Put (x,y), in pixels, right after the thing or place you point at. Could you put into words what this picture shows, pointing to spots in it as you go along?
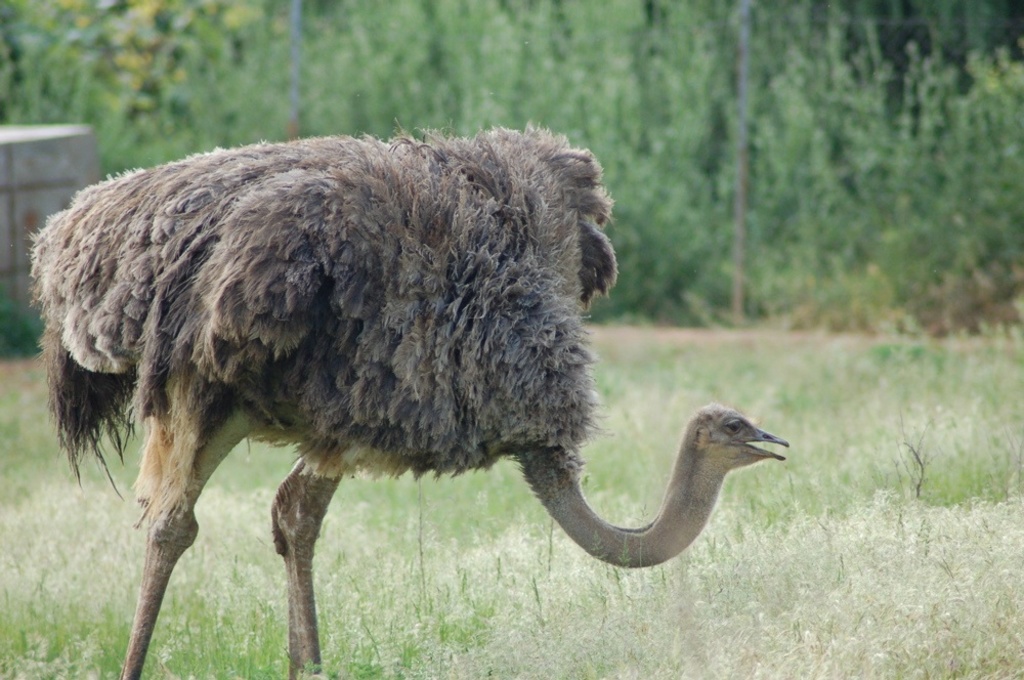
In this picture we can see an ostrich (406,345) standing in the grass (235,479). There are few trees (920,119), poles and a wall (13,175) on the left side (26,151).
